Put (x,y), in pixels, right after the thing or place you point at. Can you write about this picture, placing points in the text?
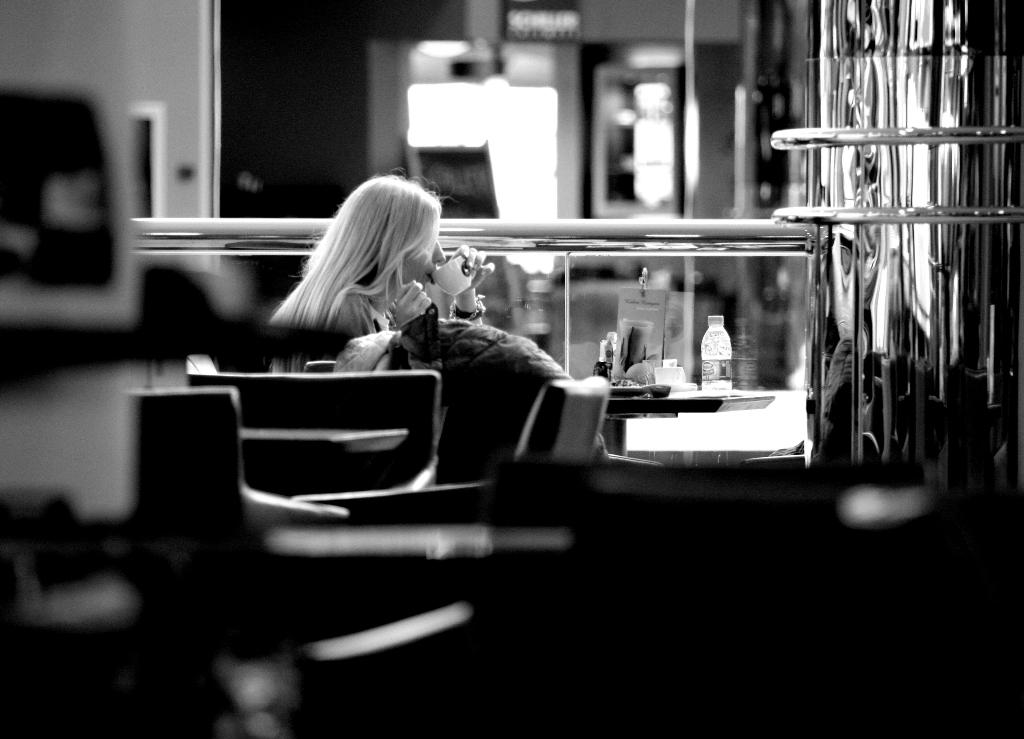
This is a black and white image and here we can see a lady (404,280) holding a cup (445,282) and in the background (282,240), we can see railings (726,237), chairs (416,423), tables (658,411), a bottle (718,370) and some other objects (645,312) and there is a light (431,53) and a wall (724,178).
